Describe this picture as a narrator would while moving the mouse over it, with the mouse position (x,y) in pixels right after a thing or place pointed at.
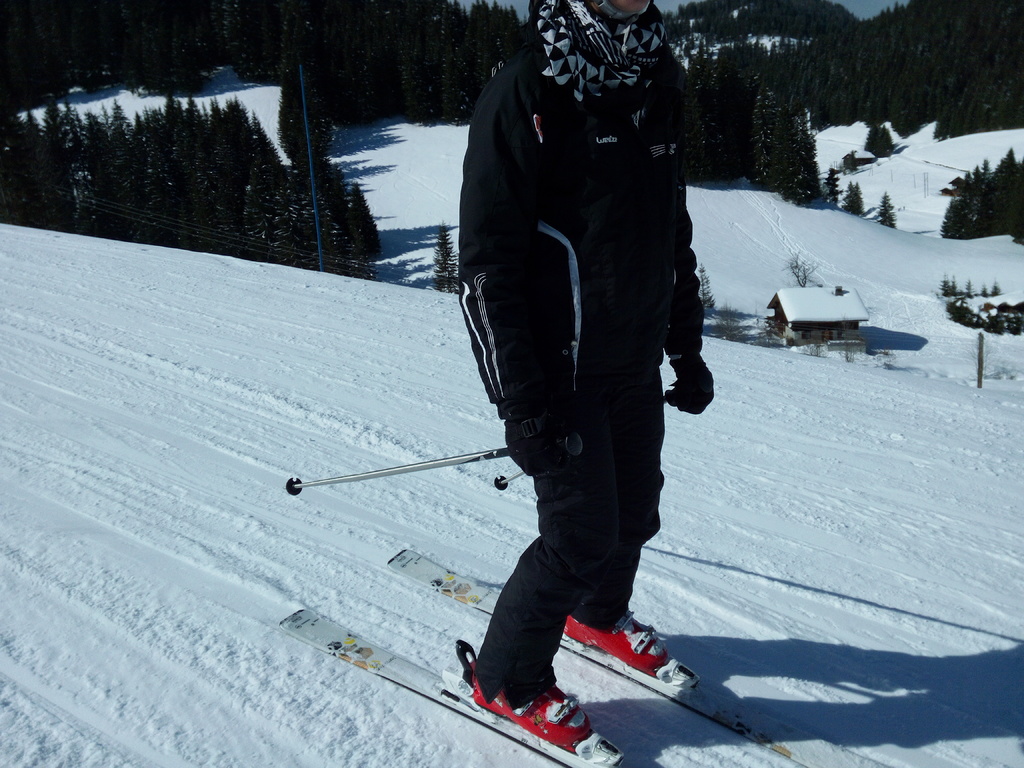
There is a person (501,651) skiing on ski boards (423,583) and he is holding sticks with his hands (693,389). This is snow (838,629) and there is a house (836,315). There are trees (364,63) and this is sky (883,7).
